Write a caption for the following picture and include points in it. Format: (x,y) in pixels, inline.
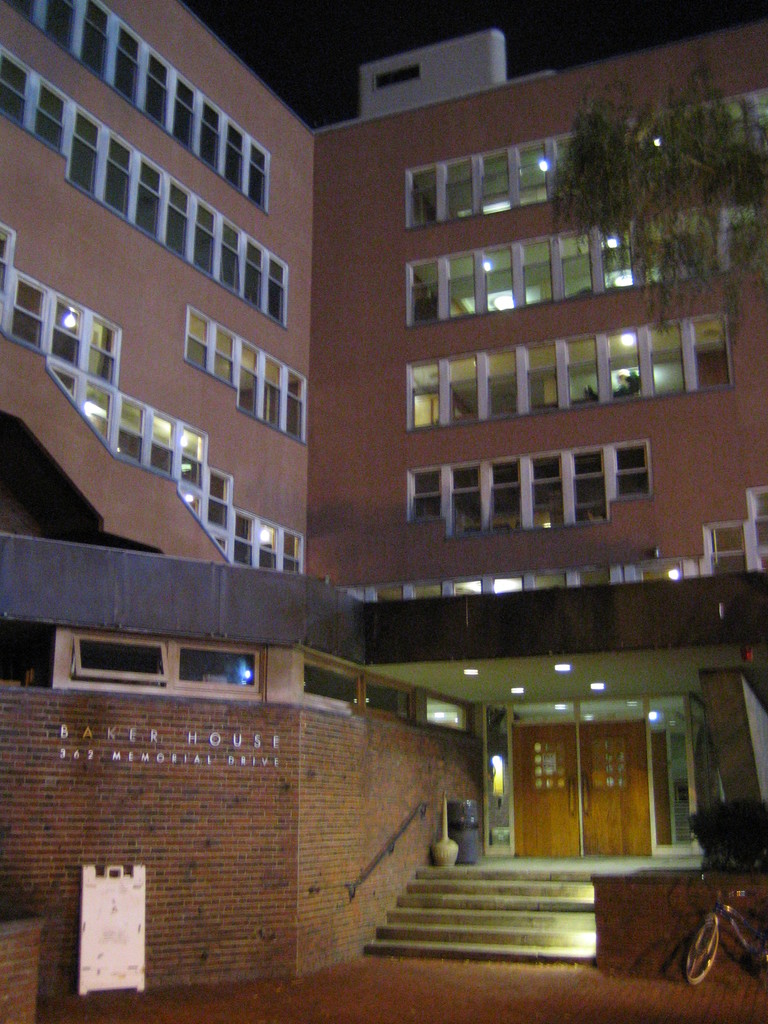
In front of the image there is a board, cycle (728,907), stairs (568,881), lights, doors (609,847), flower pots (765,856) and a few other objects (461,862). Behind the board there are some letters (270,752) on the wall (286,847). In the background of the image (8,314) there are glass windows (292,383), tree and a building (550,348).
